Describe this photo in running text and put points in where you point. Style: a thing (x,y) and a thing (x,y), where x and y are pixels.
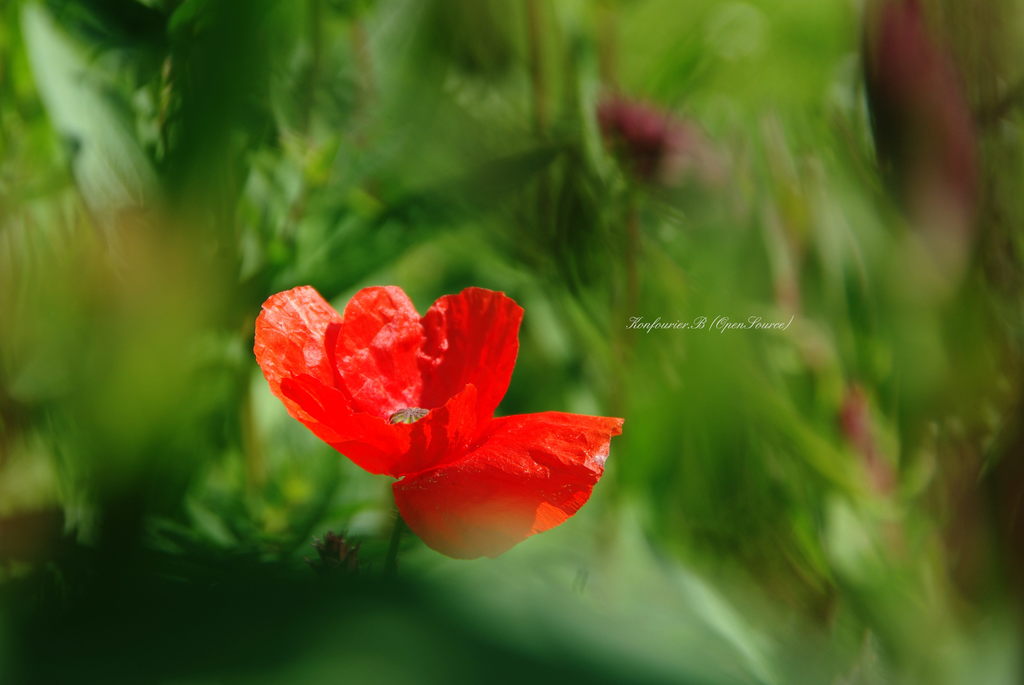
In the center of the image (430,394) there is a watermark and flower (438,456), which is in red color. In the background (637,273) we can see plants (234,189).
